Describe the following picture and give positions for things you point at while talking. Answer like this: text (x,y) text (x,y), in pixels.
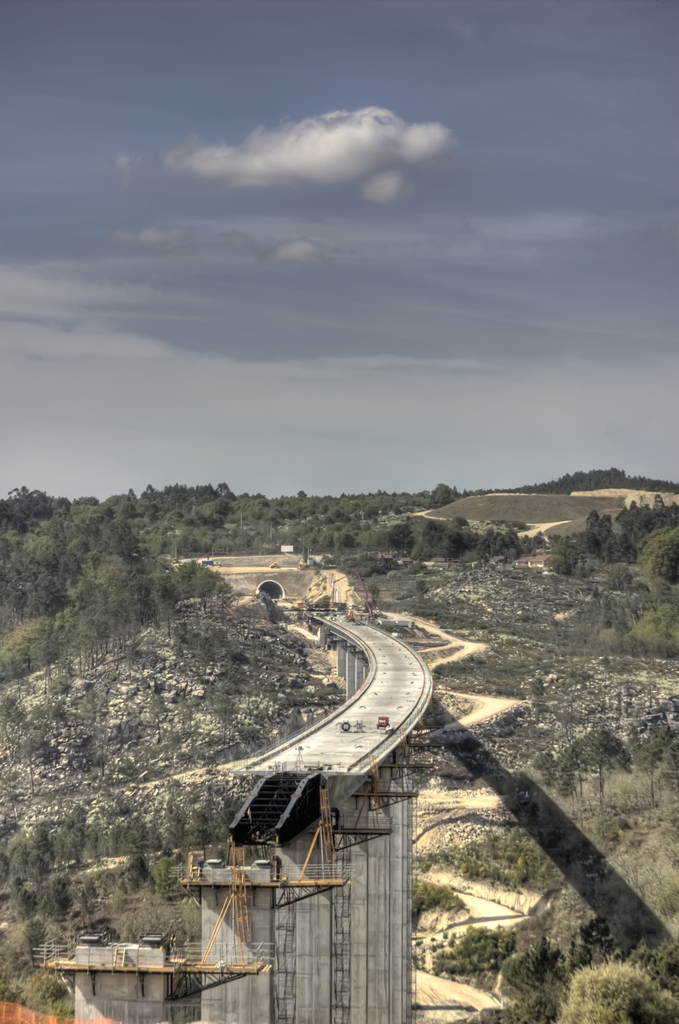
In this image, we can see the bridge (323,864) under construction. We can see the ground (657,690). We can see some plants (500,846), trees (514,983). We can also see the sky (460,299) with clouds (362,386).
